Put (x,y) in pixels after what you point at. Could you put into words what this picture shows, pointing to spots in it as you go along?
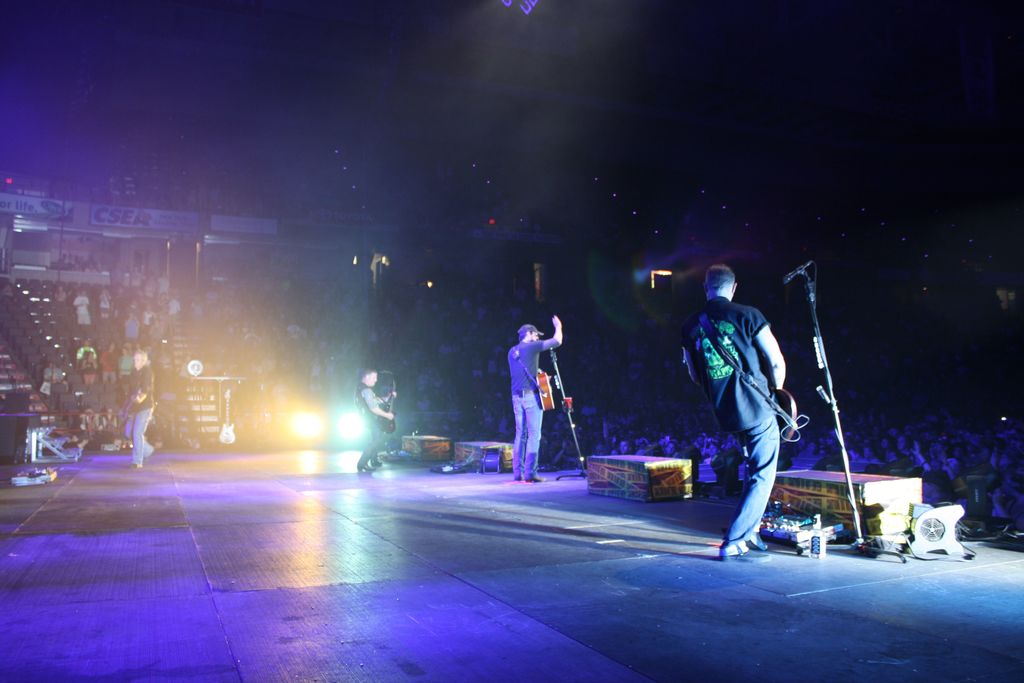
In this picture there are four members (526,399) standing on the stage (22,463) holding guitars (545,395) in their hands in front of a mic (552,358). In the background (505,417) there are some people (136,331) standing and watching them.
